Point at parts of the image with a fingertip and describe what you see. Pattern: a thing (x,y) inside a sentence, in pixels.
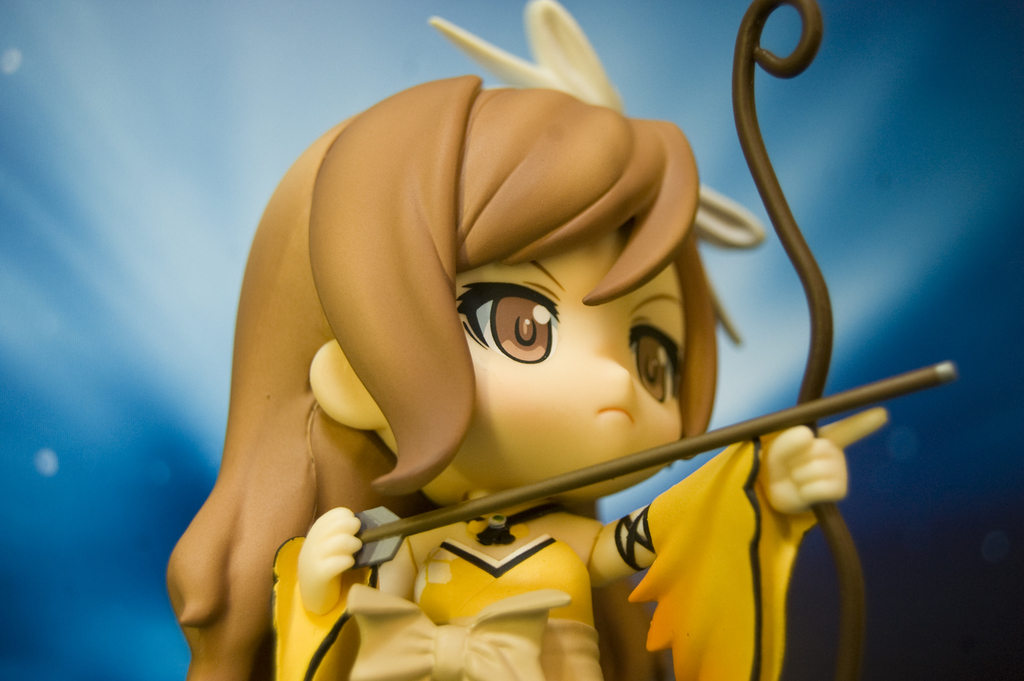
In this image I can see an animated toy (393,173) and the toy (614,554) is holding a bow (830,509) and an arrow (581,481). The toy (819,458) is wearing yellow and cream color dress (496,609) and I can see blue color background (55,53).
